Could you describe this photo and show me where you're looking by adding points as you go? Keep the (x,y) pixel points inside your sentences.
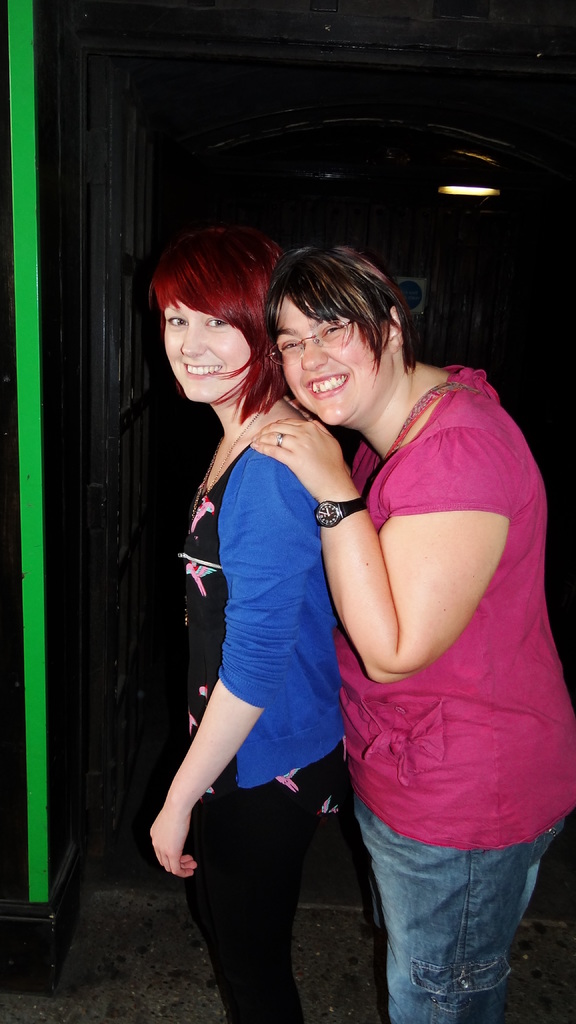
In this picture I can observe two women (243,556) in the middle of the picture (200,355). Both of them are smiling. The background (486,227) is dark.
